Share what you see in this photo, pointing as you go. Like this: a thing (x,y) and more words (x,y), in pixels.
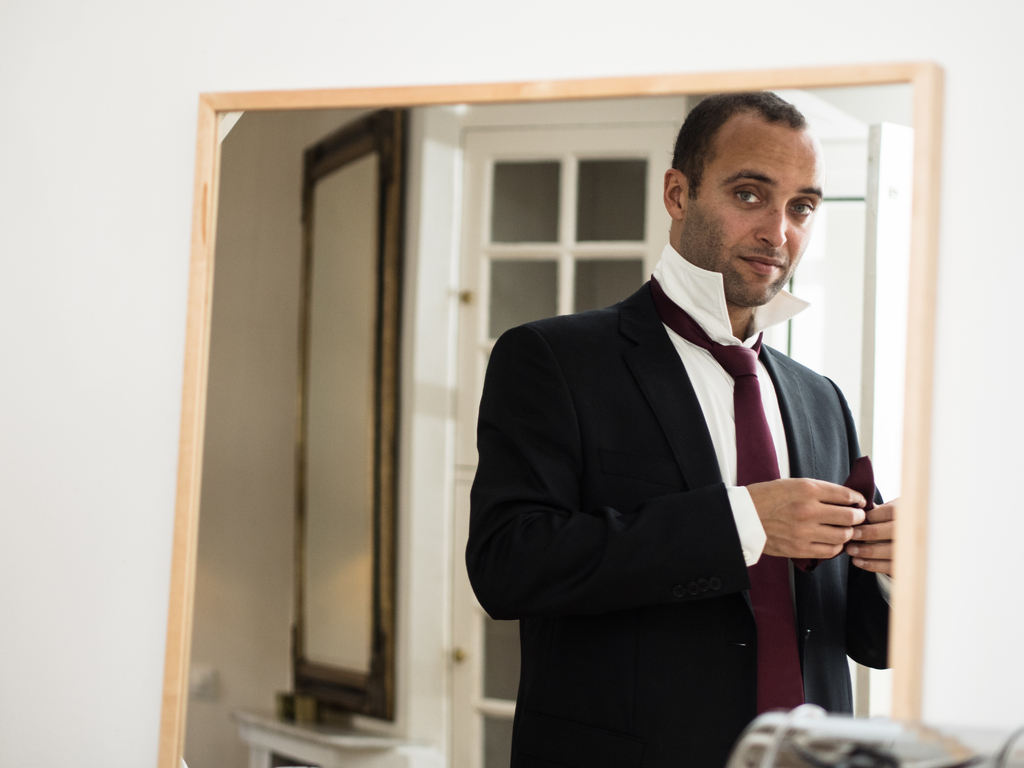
This picture shows a inner view of a room (168,225). We see a mirror (415,308) on the wall (977,131) in the mirror (489,393), We see a man (617,524) standing and holding a cloth (867,474) in his hands (831,485) and he wore a coat (665,420) and a tie (765,448) and we see a door (469,745).
